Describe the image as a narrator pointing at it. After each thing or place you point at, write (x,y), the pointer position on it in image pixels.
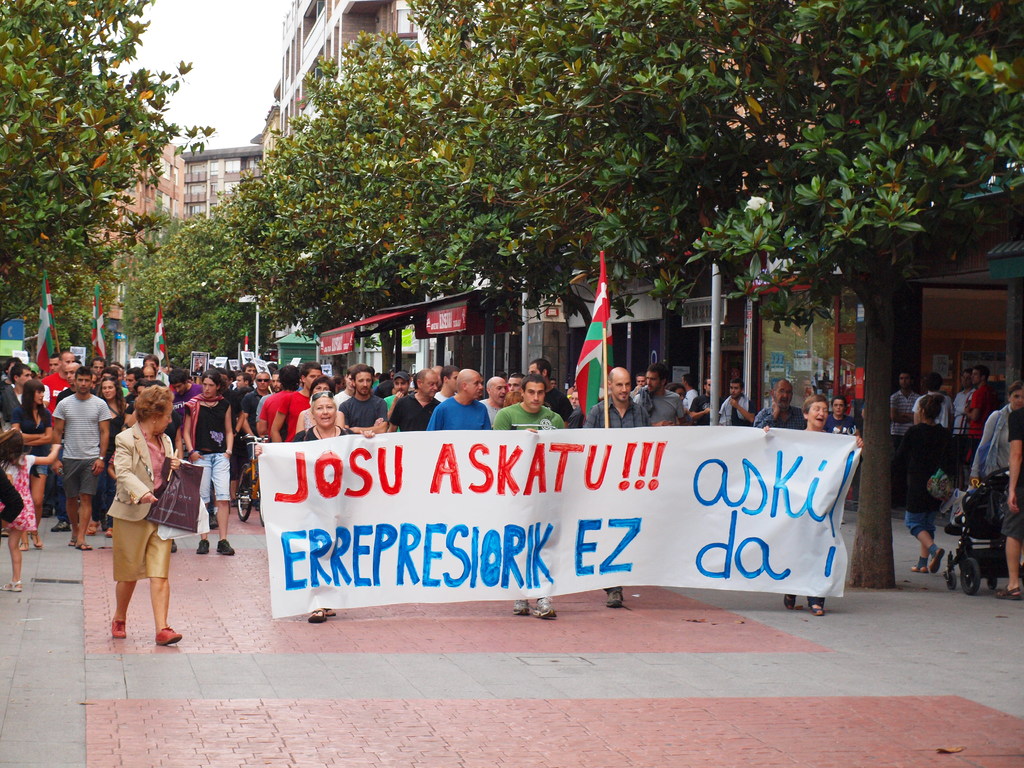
In this image we can see many people (197,431) and among them few persons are holding a banner (423,436) and objects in their hands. In the background (403,148) we can see trees (399,162), flagpoles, glasses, buildings (938,309), hoardings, windows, objects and sky (127,71).
